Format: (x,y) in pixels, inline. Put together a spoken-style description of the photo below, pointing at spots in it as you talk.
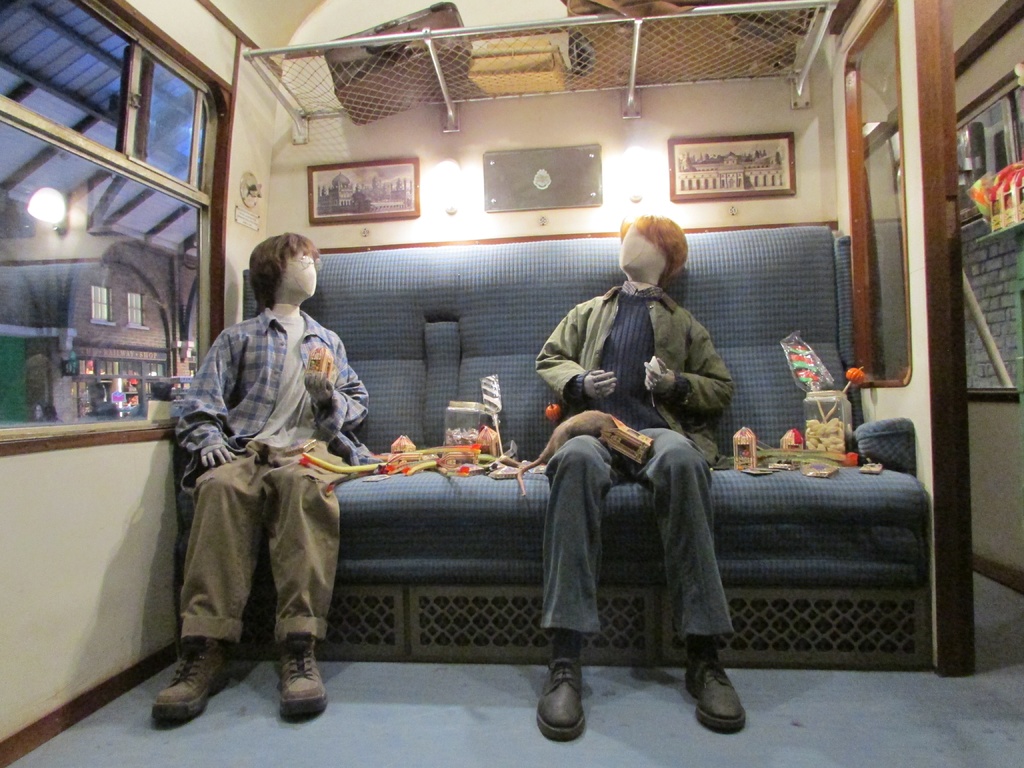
In this picture, we see two dolls (557,572) wearing men costumes (275,523) are sitting on the sofa (525,572). Beside them, we see a plastic box (807,448), chocolates (768,459) and some other things (496,466). On the right side (979,291), we see a window (994,337) from which we can see the buildings (973,278). Behind them, we see a wall (424,223) on which photo frames (747,184) are placed. On the left side (215,233), we see a glass window (173,307) from which buildings (128,331) and lights (55,199) are visible.
